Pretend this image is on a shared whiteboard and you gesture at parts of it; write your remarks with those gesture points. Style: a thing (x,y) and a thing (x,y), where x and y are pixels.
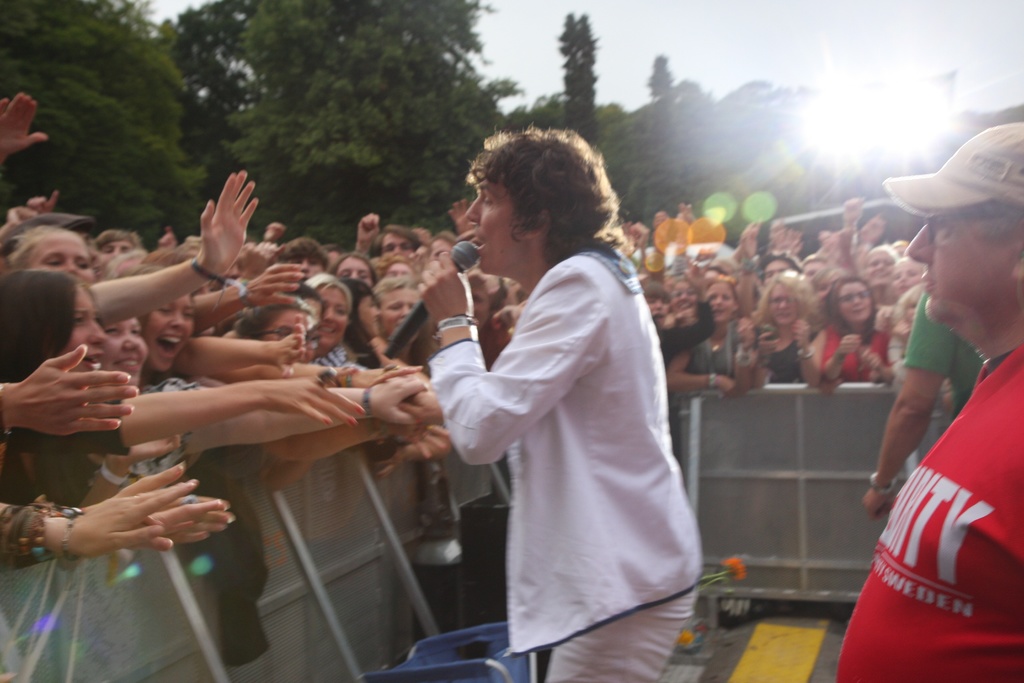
In the picture we can see a man (645,377) standing on the path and holding a microphone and singing and behind him we can see some people (977,219) are standing and wearing a cap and in front of a man (584,357) we can see a wall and behind it we can see public (349,408) and in the background (55,106) we can see trees (808,177).
